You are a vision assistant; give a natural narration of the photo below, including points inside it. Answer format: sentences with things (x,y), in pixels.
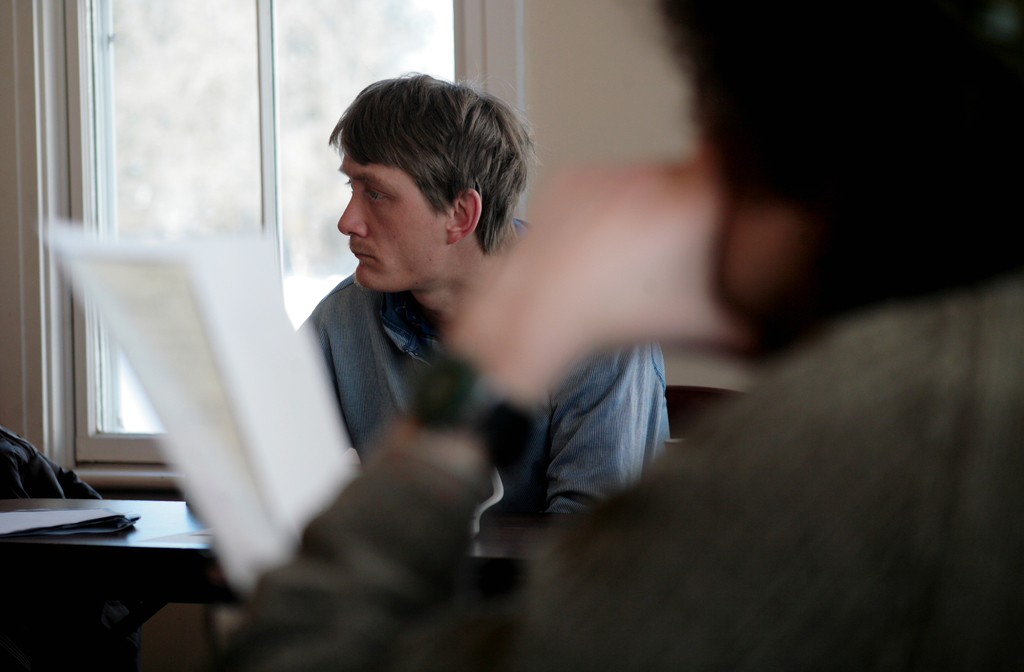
Here in the middle (426,261) we can see a person (538,433) sitting on a chair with a table (3,506) in front of him and on that table (17,506) we can see papers (96,522) present on it and on the right side (911,285) we can see another person (753,397) sitting with paper (245,475) in his hand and behind him we can see a window (295,319) present over there.
